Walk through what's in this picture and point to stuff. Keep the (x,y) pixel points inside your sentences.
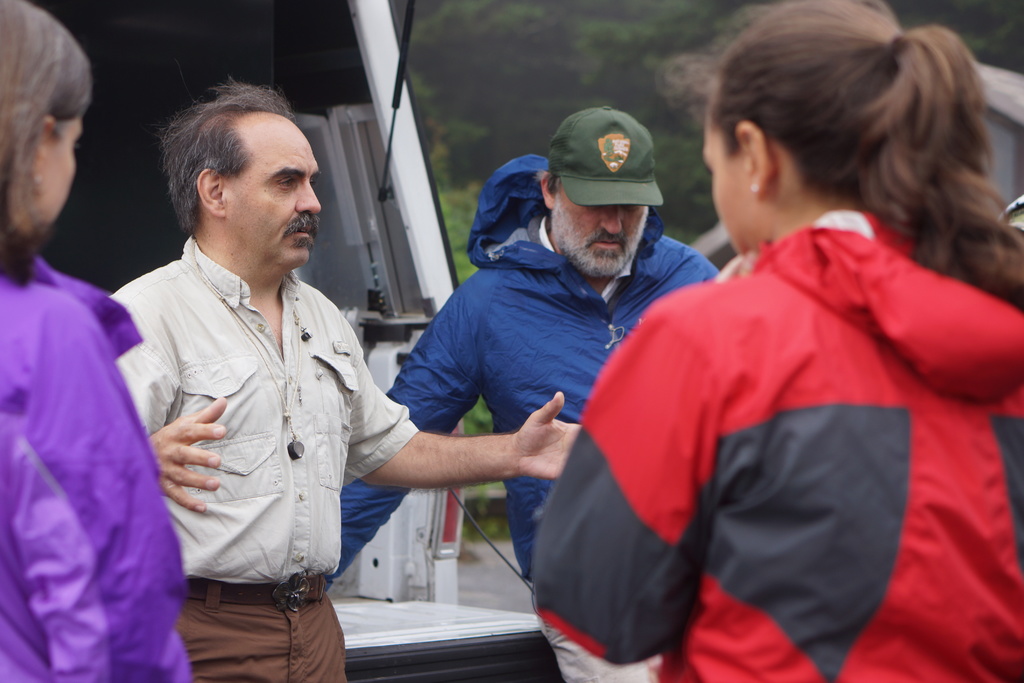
In the image there are two men (338,401) and two women (840,415) standing in the front (593,561), the man (212,595) on the left side (253,382) wearing grey shirt (139,390) and brown pant (288,639) and the other three persons (103,534) wearing jackets (727,481), behind them there is a vehicle (332,124) and over the background (488,17) there are trees (589,79).
